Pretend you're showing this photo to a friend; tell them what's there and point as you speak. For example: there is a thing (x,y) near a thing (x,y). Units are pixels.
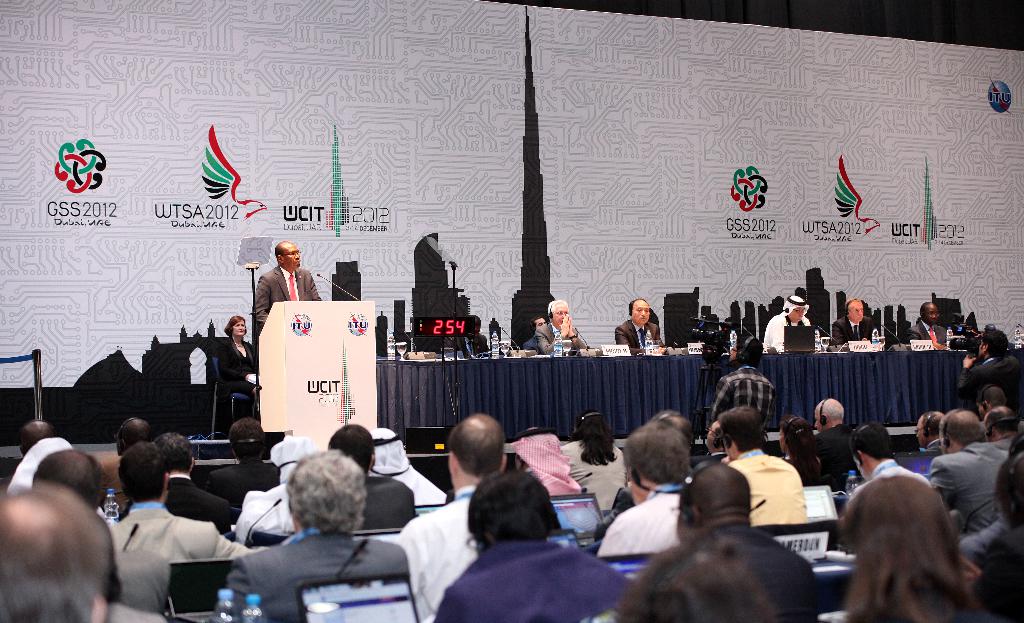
In this image we can see a few people (467,497), some of them are sitting, in front of them are few laptops (364,606), also we can see bottles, mic (833,348), podium (306,368), glasses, boards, videos camera (713,352) on the stand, some people (479,333) are wearing a headset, we can see a big board (386,286) with some images (346,289), and text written on it.
